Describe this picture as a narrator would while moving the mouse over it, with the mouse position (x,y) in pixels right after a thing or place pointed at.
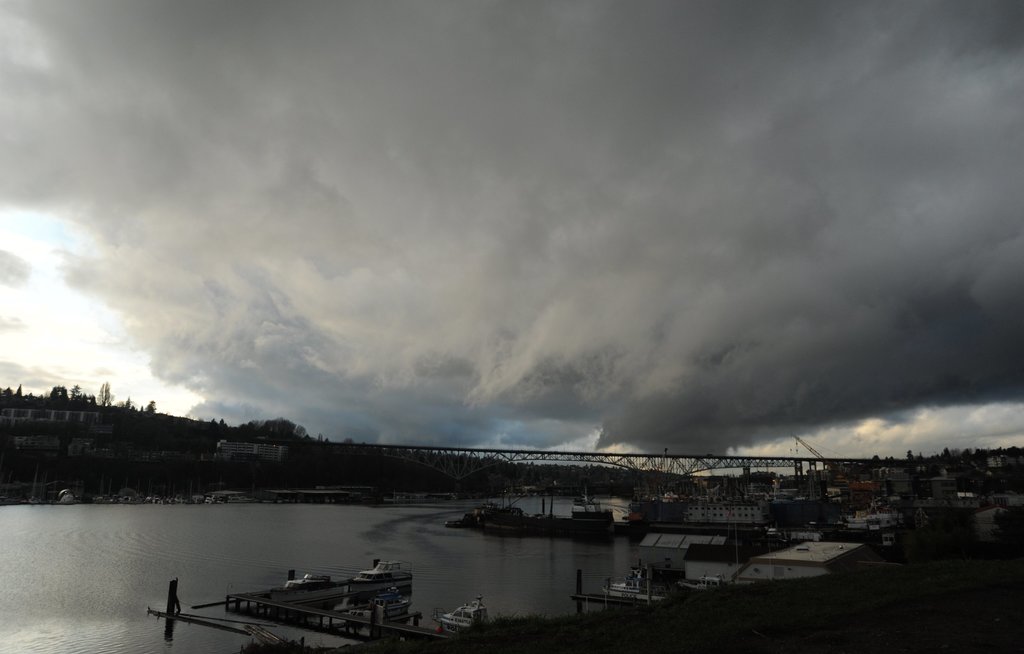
This image consists of fleets of boats (575,513) in the water (532,570), grass (816,585), plants (835,573), trees (144,485), buildings (829,558), houses (702,575), bridge (753,465), metal rods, fence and the sky (496,301). This image is taken may be during day.
